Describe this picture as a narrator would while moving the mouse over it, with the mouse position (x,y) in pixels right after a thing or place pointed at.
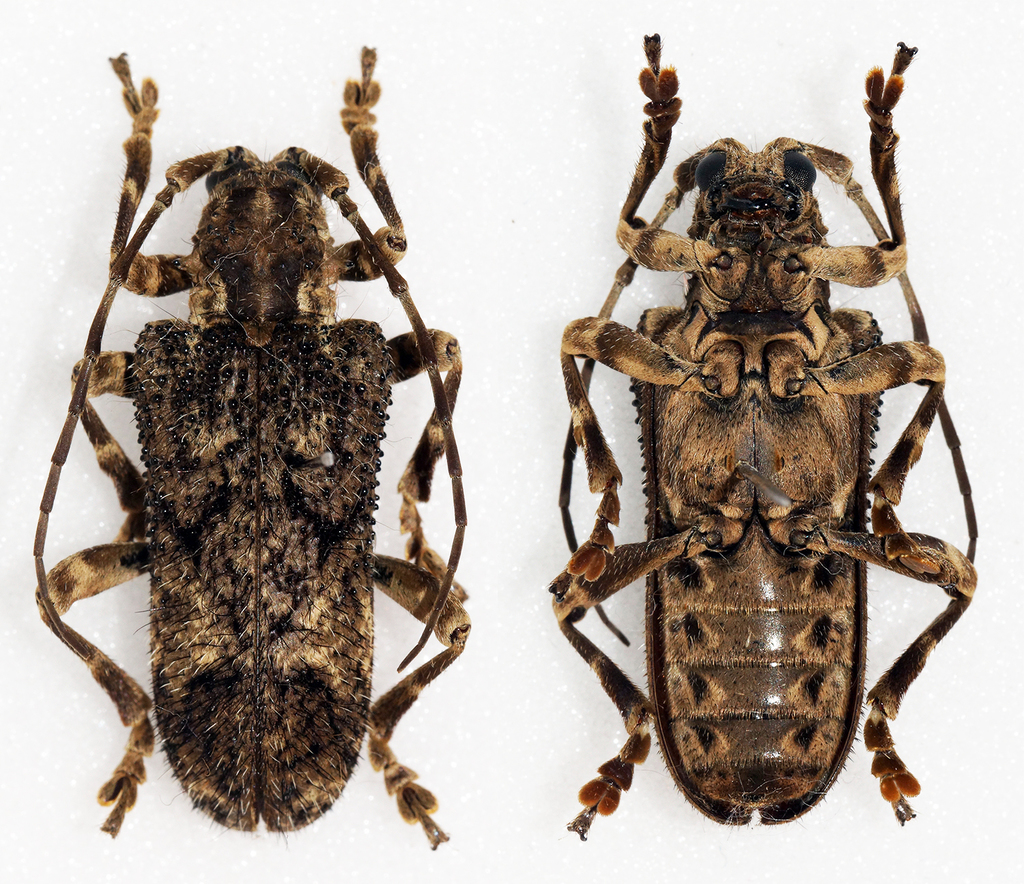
In this picture we can see two beetles (692,406).
